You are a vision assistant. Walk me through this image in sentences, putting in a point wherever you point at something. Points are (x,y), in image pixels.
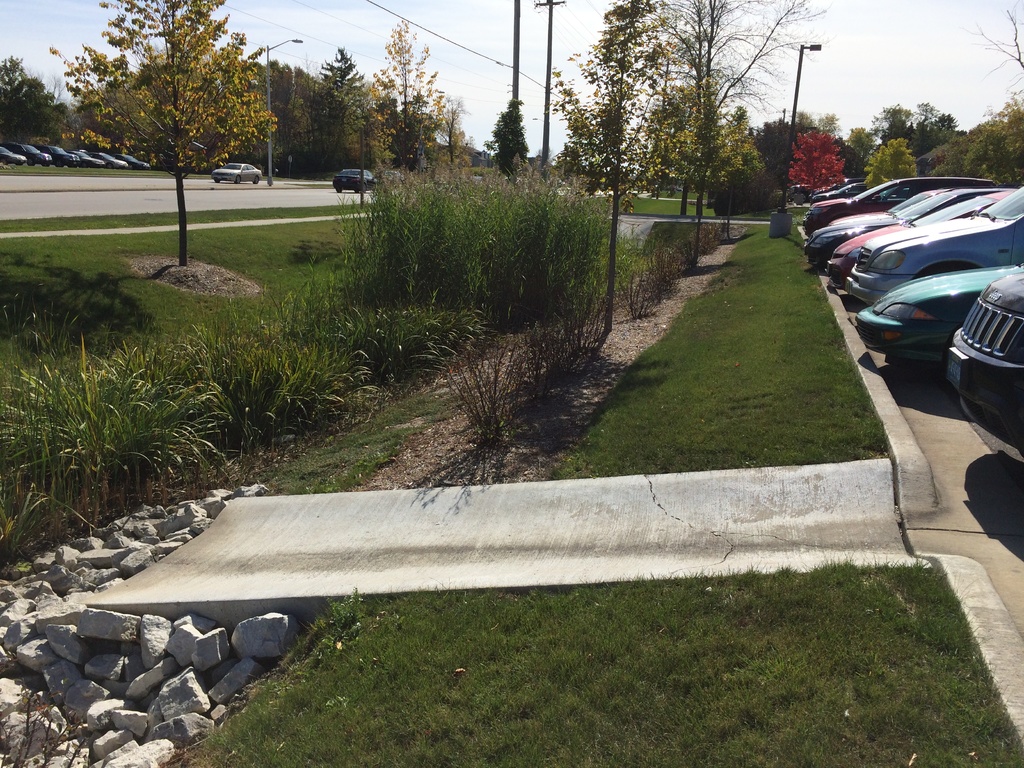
In this picture we can see cars (924,249) on the road (282,189), trees (763,188), grass (525,309), stones (150,526), poles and in the background (956,56) we can see sky (909,28).
